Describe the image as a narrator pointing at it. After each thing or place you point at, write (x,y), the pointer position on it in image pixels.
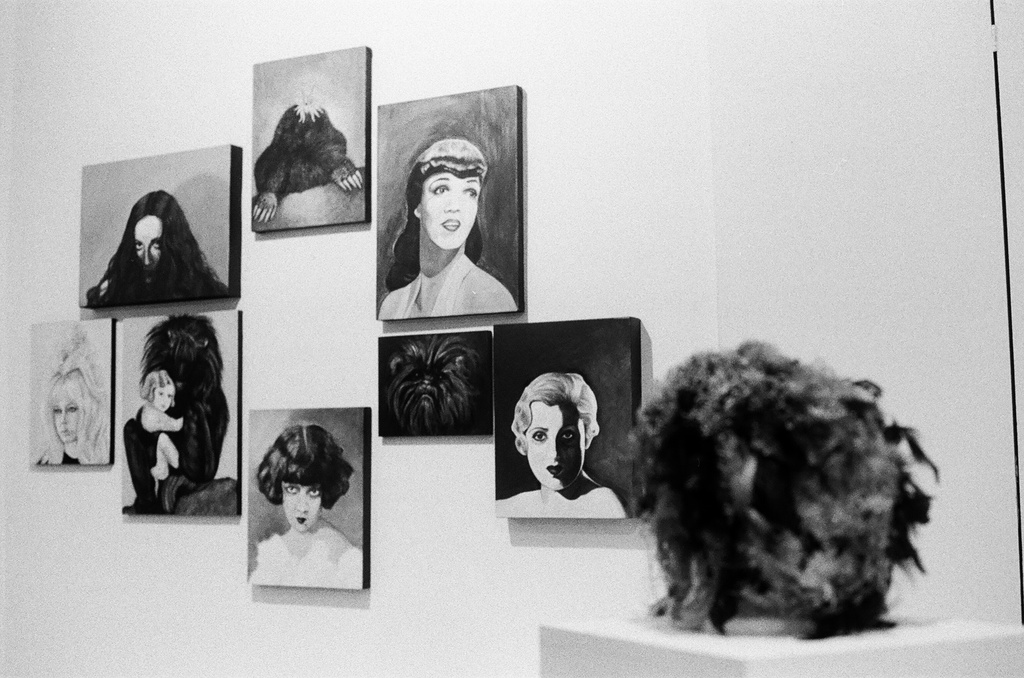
In this image I can see the black and white picture in which I can see a black colored object (775,513) on the white colored object (788,642). In the background (752,235) I can see the wall (730,167) and few photo frames (402,177) attached to the wall (311,340).
